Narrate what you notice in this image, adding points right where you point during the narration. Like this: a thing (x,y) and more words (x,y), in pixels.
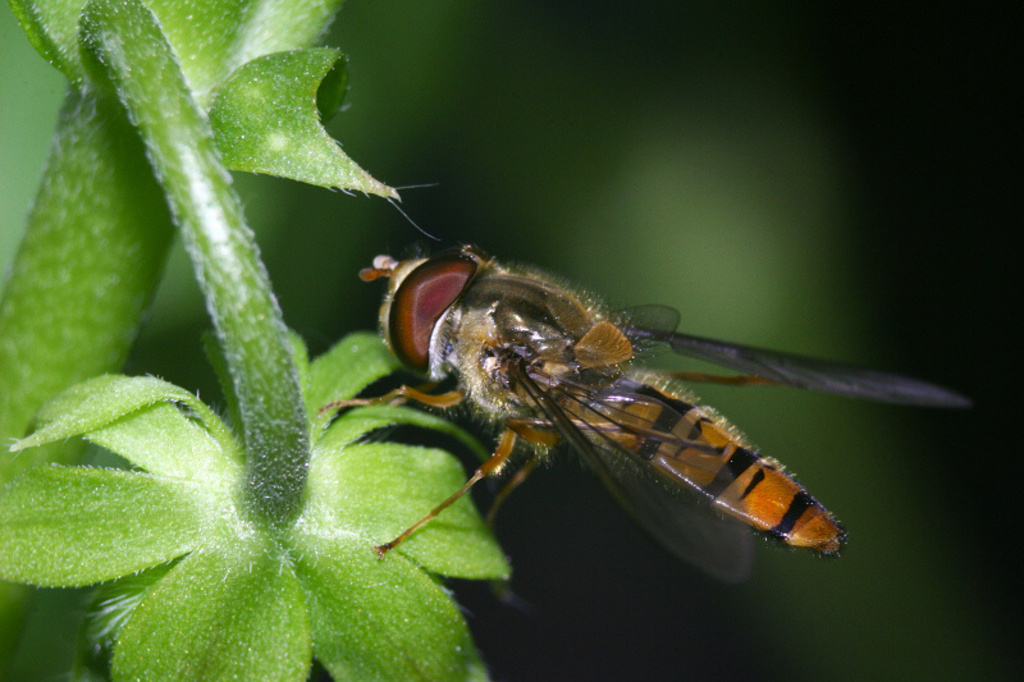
In this image, we can see an insect (471,305) on the plant (151,194). We can also see the blurred background (828,262).
